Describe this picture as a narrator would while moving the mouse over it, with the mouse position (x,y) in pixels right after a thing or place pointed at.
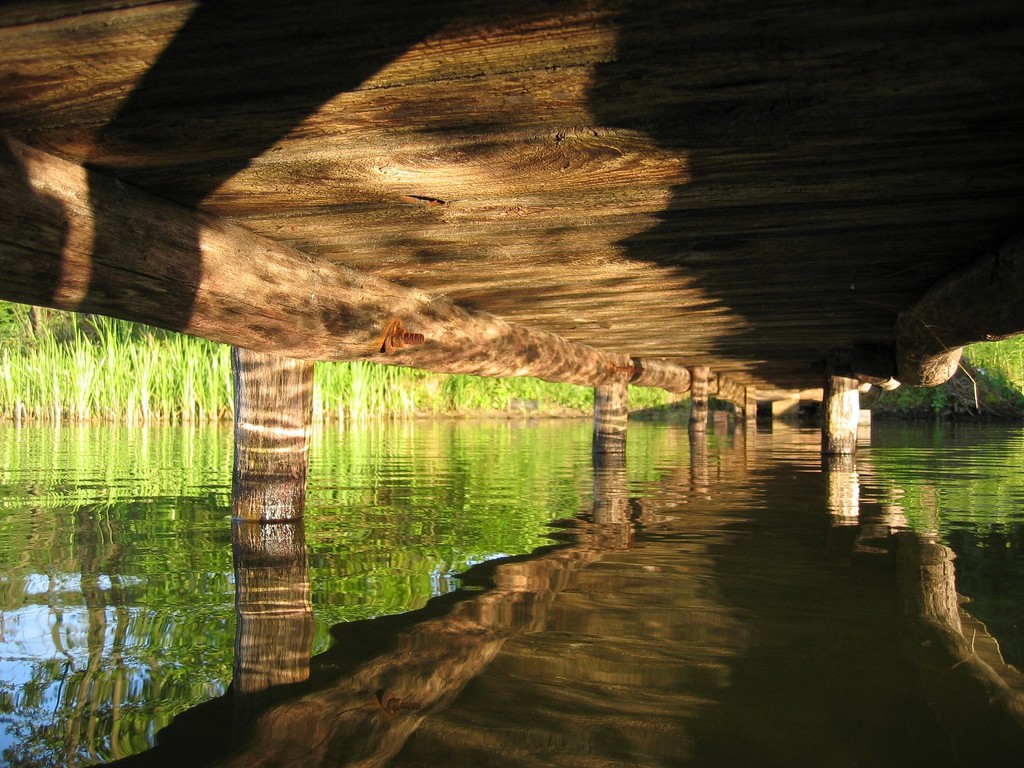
In this image I can see water (578,531) and in the centre of the image (606,413) I can see number of pillars (842,395). In the background (7,389) I can see plants (225,363) and I can also see reflection (735,558) on the water (368,506).
